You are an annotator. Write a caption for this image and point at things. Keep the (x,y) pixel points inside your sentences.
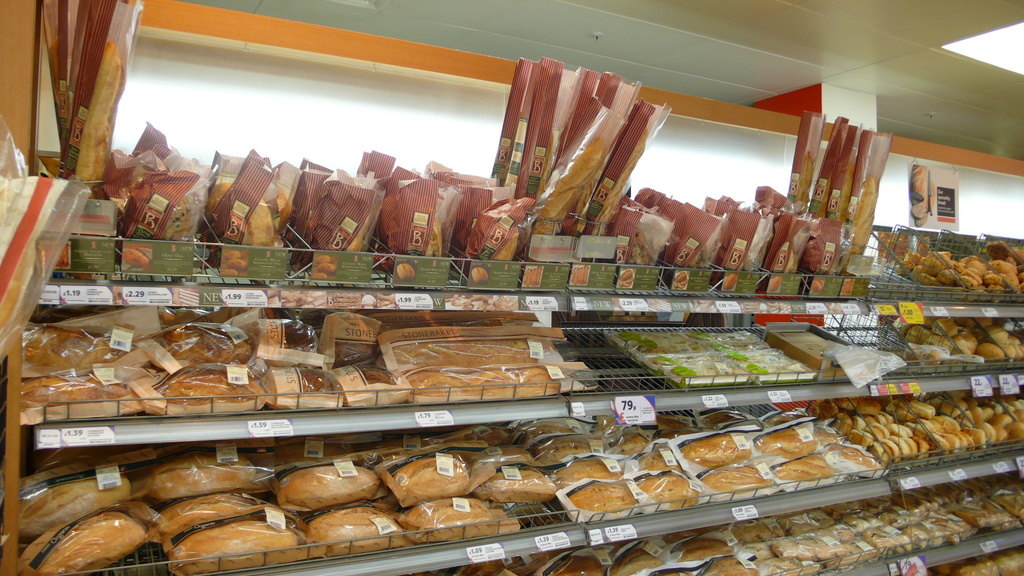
In this picture we can see there are some food items (430,323), price stickers (888,388) and some objects (873,377) in the racks (317,252). Behind the food items (359,207) there is a wall (342,127).
